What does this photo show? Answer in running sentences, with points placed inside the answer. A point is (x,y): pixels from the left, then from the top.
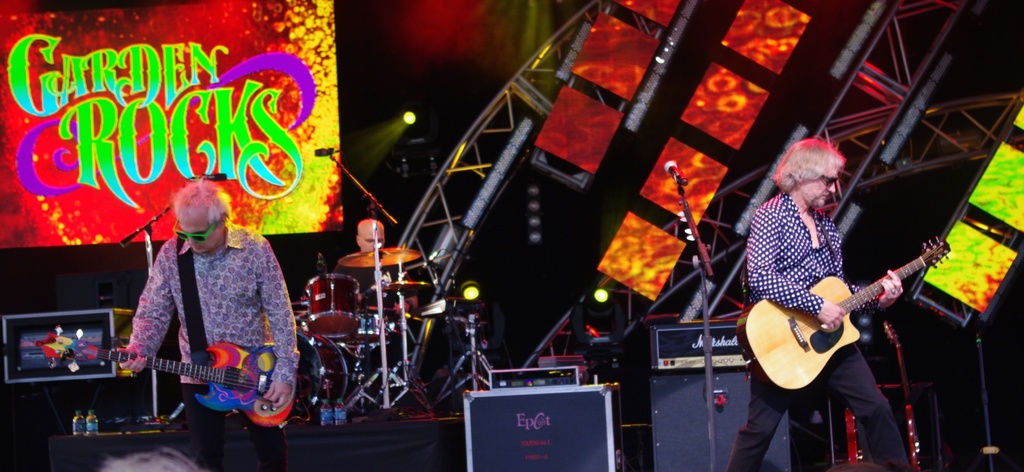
There are two persons (837,257) playing guitars (257,380). On the left side (207,265) person (202,243) is wearing a goggles (198,237). In the behind one person (371,250) is sitting and playing drums (348,300). In the back (248,114) there is a banner (126,125). There are mic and mic stands (381,294). There are speakers (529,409).
